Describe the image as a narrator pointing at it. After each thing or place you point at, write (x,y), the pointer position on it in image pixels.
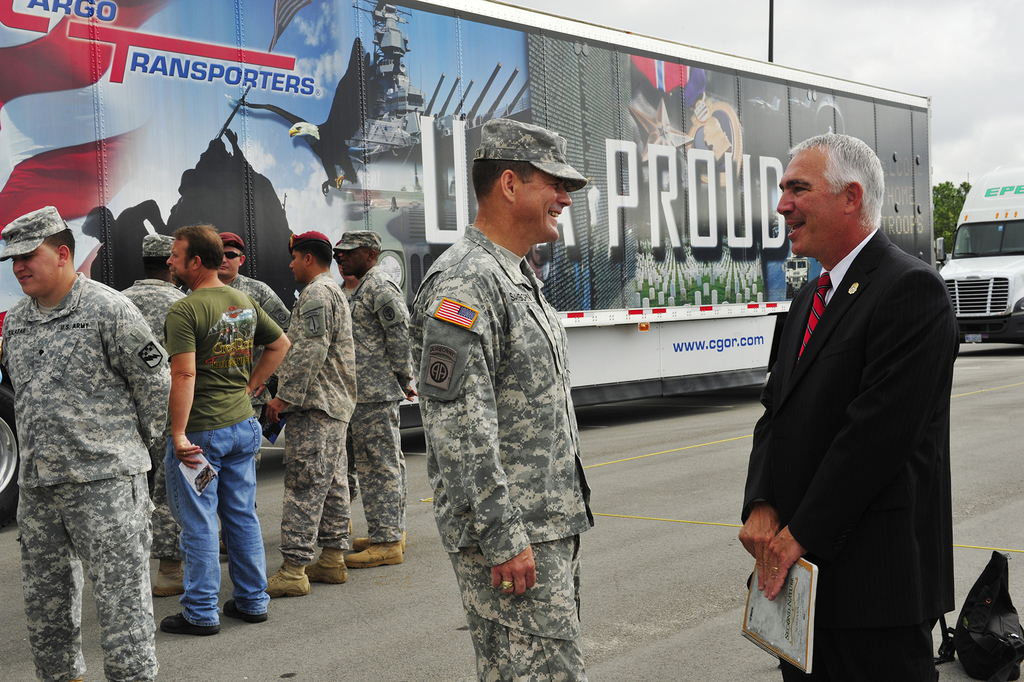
In this picture there are people (512,381) standing and we can see vehicles (730,205) and bag (1014,611) on the road (721,476). In the background of the image (758,37) we can see leaves (946,229), pole (771,44) and sky (961,77).
